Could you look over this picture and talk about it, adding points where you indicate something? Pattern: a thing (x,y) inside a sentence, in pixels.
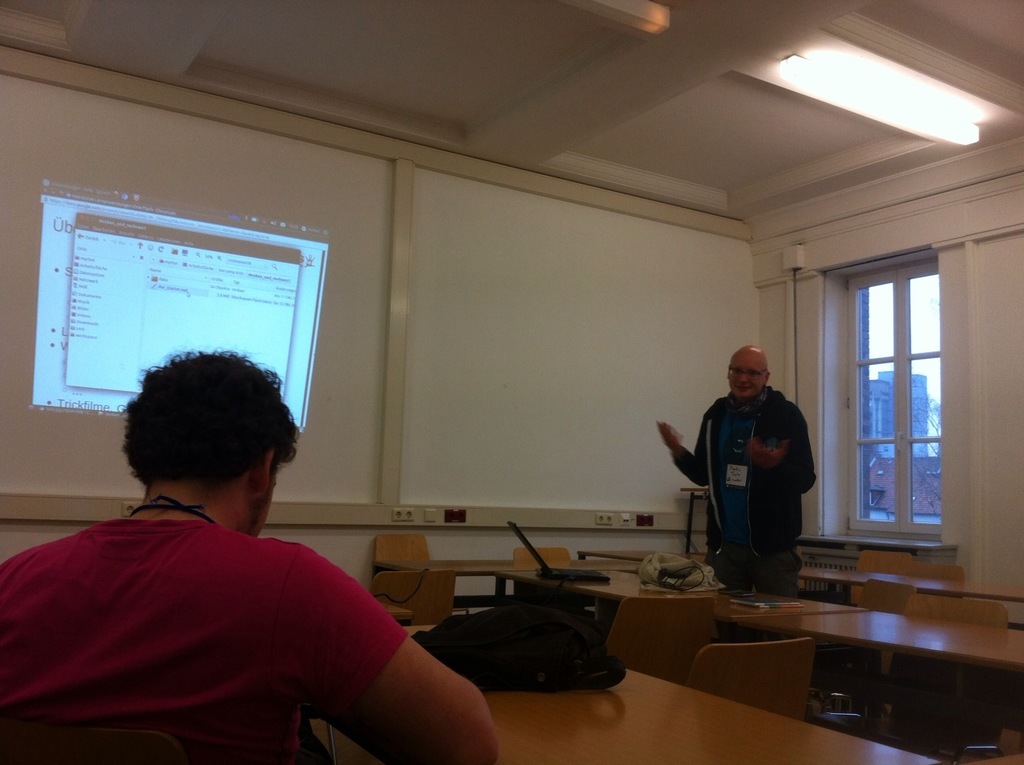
Here is a man (257,659) sitting on the chair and another man (762,546) standing. These are the empty chairs (543,556). This is a table (615,703) with a black bag (584,690) on it. And I can see another table (660,590) with white object (658,578) and laptop (581,574) is placed on it. This looks like a projected screen (256,276). This is a window (897,481) which is closed. This is a tube light (854,73) attached to the rooftop (905,44).
